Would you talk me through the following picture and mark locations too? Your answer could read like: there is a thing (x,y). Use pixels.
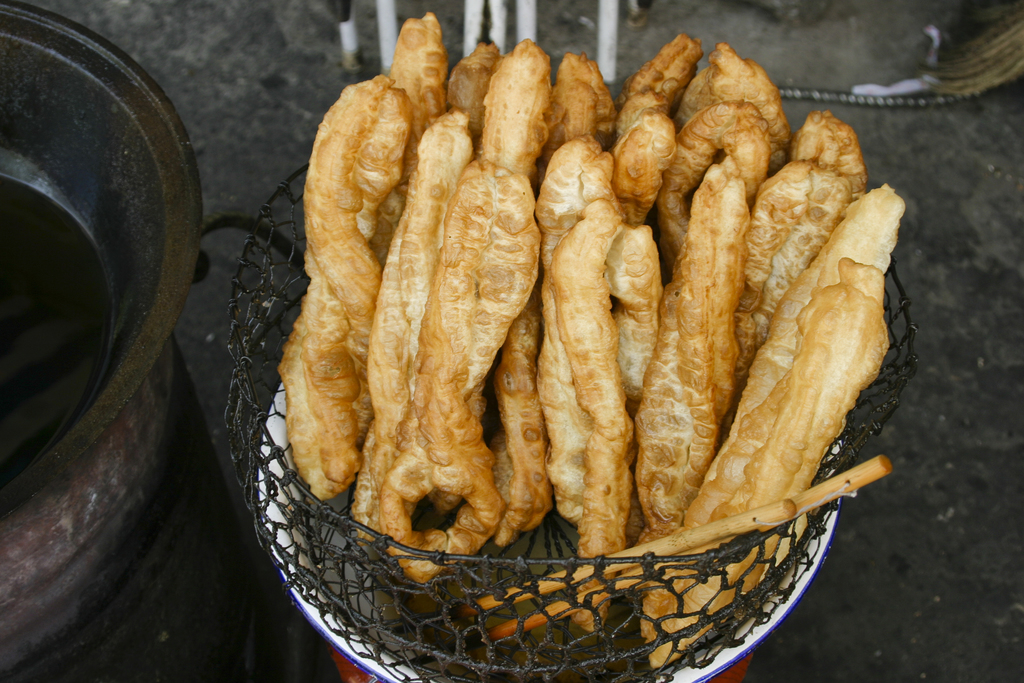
In this picture I can see a container (545,643) in front (325,535) and I see food (573,306) in it, which is of cream and brown color. On the left side of this picture (113,73) I can see an utensil (177,169). On the top of this picture (386,39) I can see the white color things (468,40) and these all things (500,6) are on the black color surface (924,595).
